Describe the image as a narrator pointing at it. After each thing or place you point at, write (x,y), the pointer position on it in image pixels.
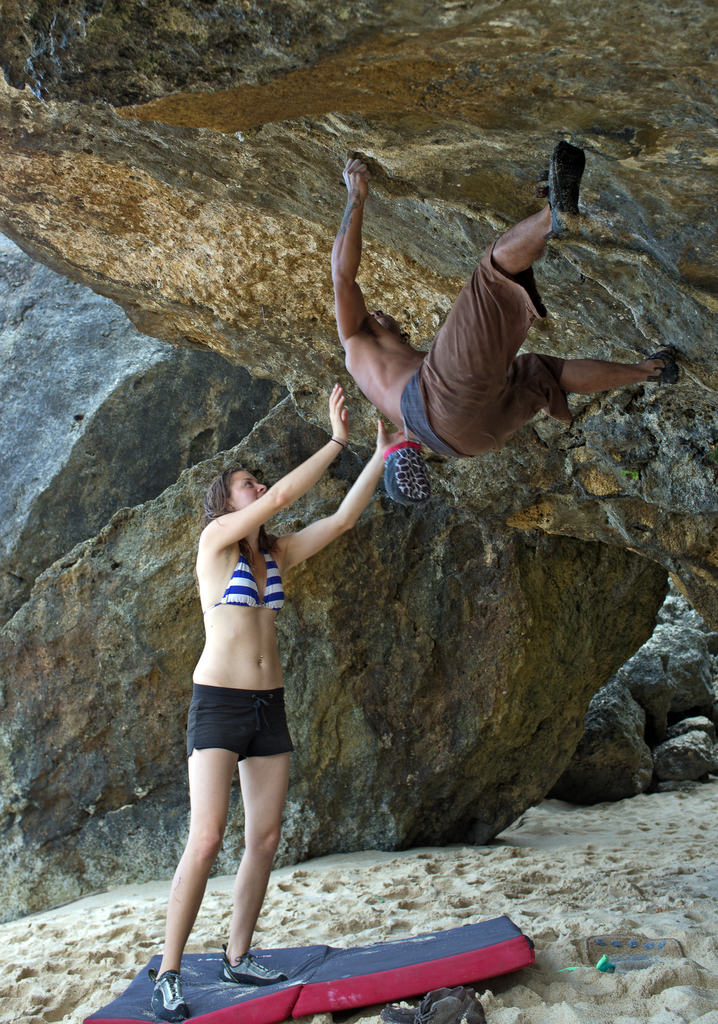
In this image I can see a girl (288,773) is standing, at the top (367,127) there are rocks (630,36) and a man (482,309) is climbing the rock (432,471).
